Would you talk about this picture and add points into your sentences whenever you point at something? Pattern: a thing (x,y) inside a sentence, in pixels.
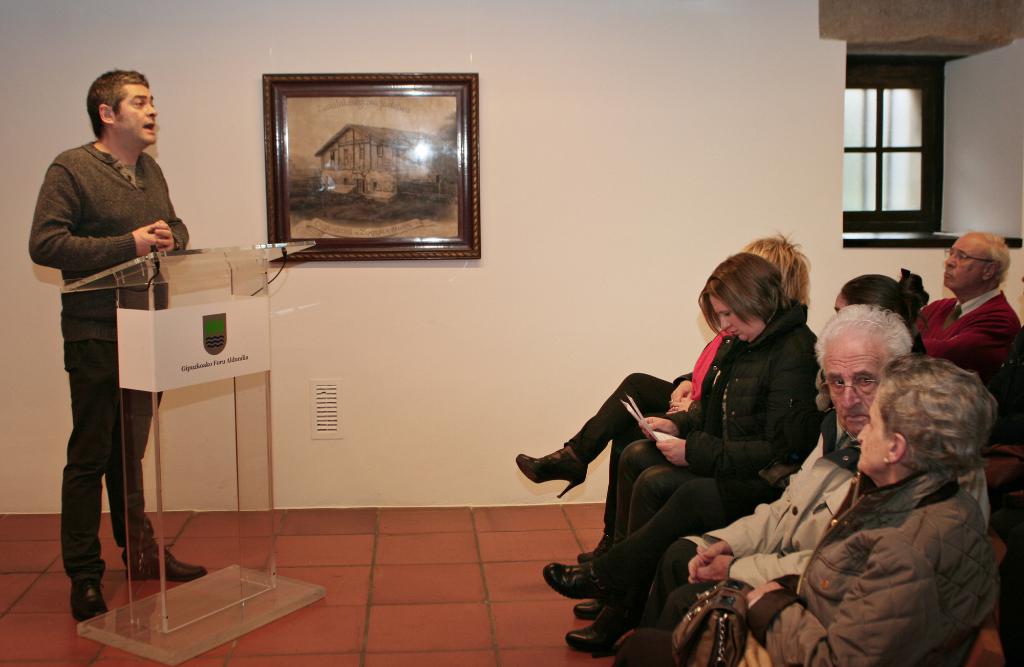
In this image we can able to see some persons (738,466) sitting over here, and there is a person (108,327) standing and he is talking, in front of him there is a podium (150,398), and we can able to see a wall (441,386), on that wall (250,109) we can able to see a frame (414,158) which consists of a house picture (381,153) on it, we can able to see a window (909,177), and there is a lady (841,604) who is carrying a bag (723,615), and there is another lady (683,450) who is holding some papers (665,437).
